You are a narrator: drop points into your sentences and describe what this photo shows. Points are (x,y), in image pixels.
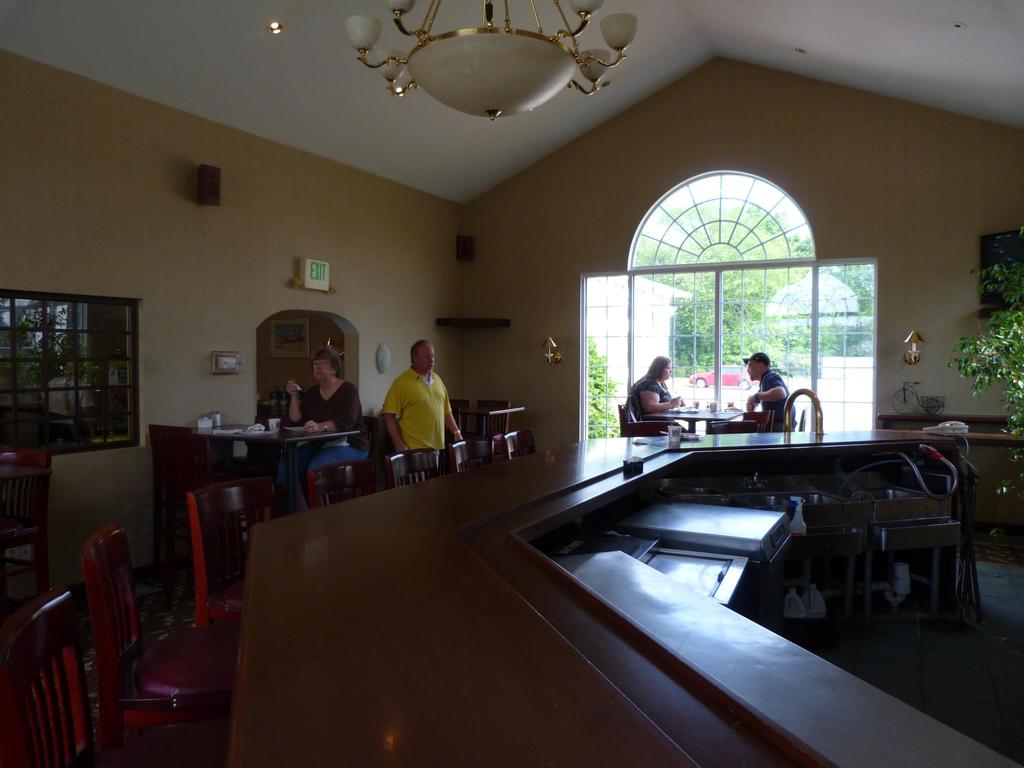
In the center of the image (544,455) we can see a table (591,637). On the table (599,604) we can see some objects (616,528). Beside the table (329,562) we can see the chairs (125,574). In the middle of the image (666,386) we can see three people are sitting on the chairs (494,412) and a man (440,430) is standing. In the background of the image (940,215) we can see the wall (356,275), boards (314,285), door (286,327), window (604,309), plant (1017,358). On the right side of the image (989,621) we can see some objects (967,586) and floor (863,673). At the top of the image (655,70) we can see the roof (656,55) and chandelier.
